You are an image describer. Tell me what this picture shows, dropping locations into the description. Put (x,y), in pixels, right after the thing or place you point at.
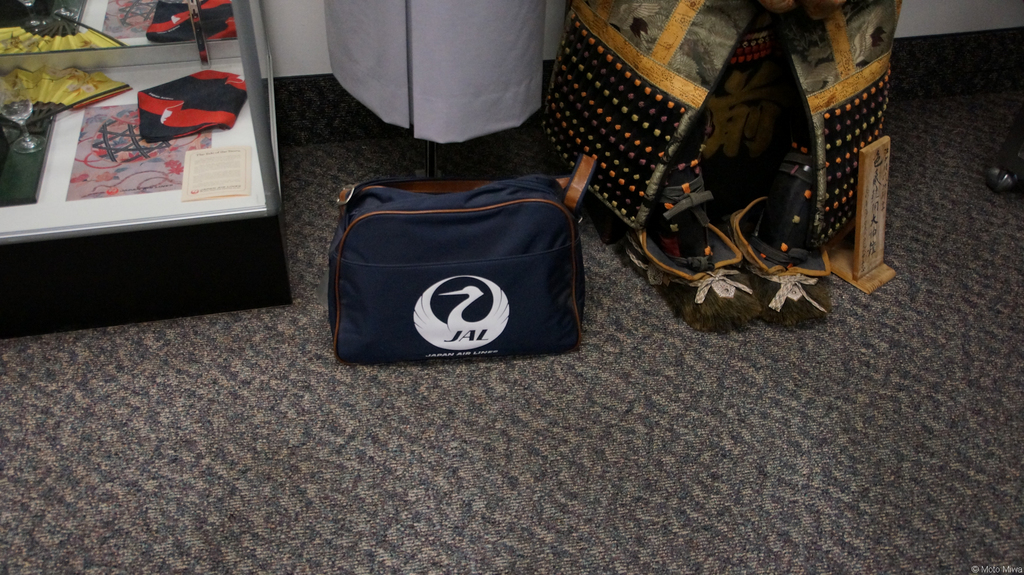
Here we can see a bag (450,329) on the floor (599,510) and on the right (722,147) there is an object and a Japanese samurai armour (778,198) and a cloth (429,104) on a stand (433,172) at the wall (295,9). On the left (77,166) there is a folding fan (48,94), cloth (153,131) and a book (136,133) on a platform (144,239) and we can see these reflections (65,45) on a mirror (73,35) at the top (109,41) on the left side (107,43).
